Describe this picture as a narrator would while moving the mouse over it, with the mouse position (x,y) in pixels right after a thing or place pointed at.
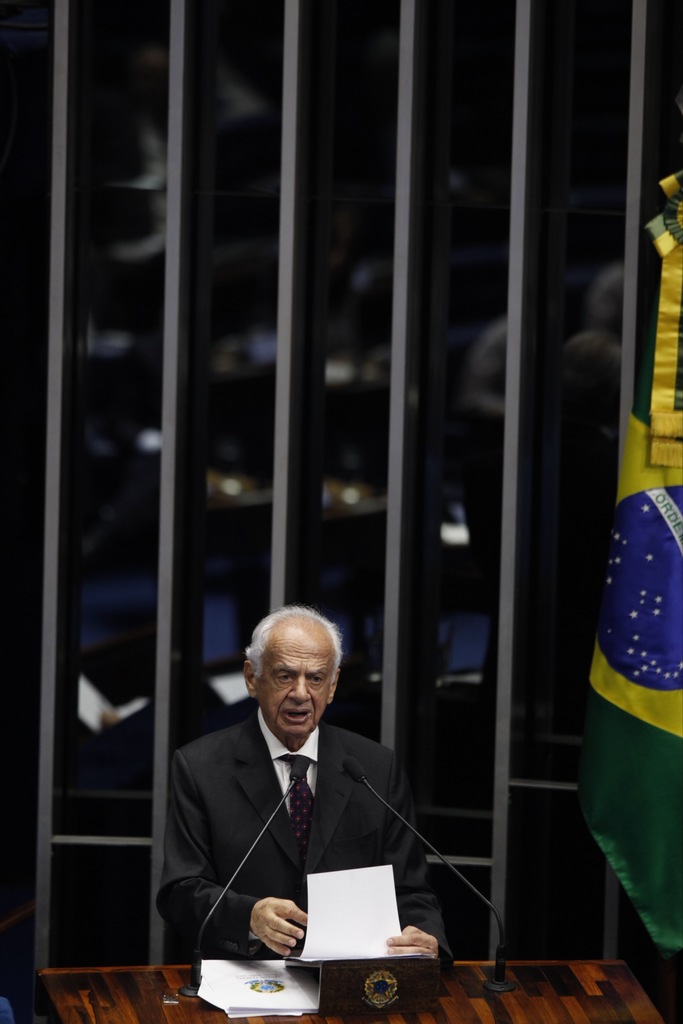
At the bottom of the picture (322,730), we see a man (259,778) in white shirt (285,780) and black blazer (242,825) is standing. In front of him, we see a podium (392,986) on which papers (253,975) and microphones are placed. He is holding a paper (339,923) in his hand (406,933). He is talking on the microphone (474,886). On the right side (630,653), we see a flag (620,789) in green, blue and yellow color. Behind him, we see a long iron railing (502,723). In the background (490,577), it is blurred.
